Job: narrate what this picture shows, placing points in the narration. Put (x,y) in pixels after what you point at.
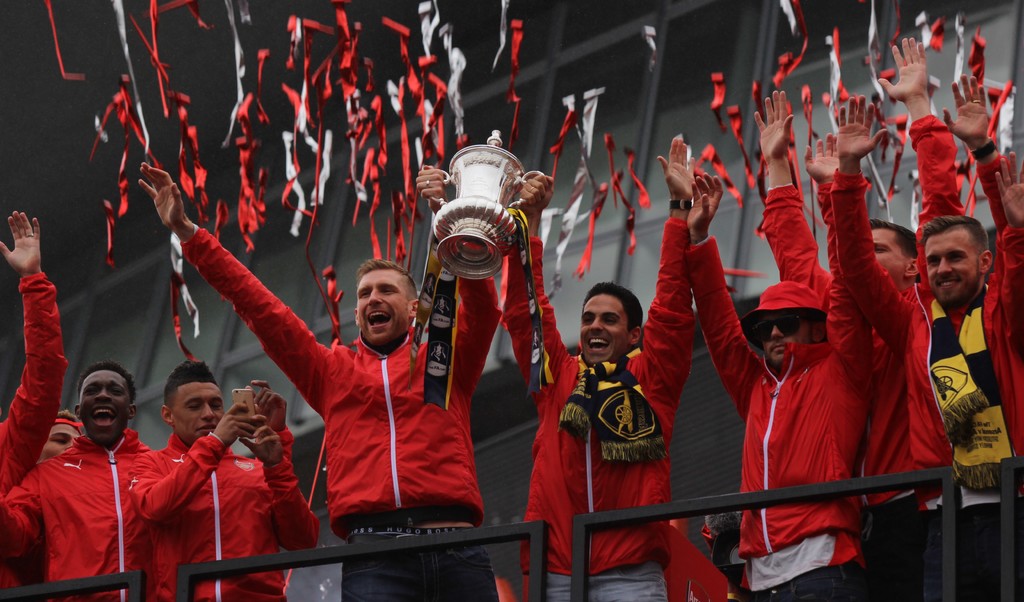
In this image we can see people (139,499) holding a trophy (497,161). They are wearing red jackets (332,453). At the bottom (1005,530) there are grills (955,497). In the background (356,183) there are decors (356,183).
